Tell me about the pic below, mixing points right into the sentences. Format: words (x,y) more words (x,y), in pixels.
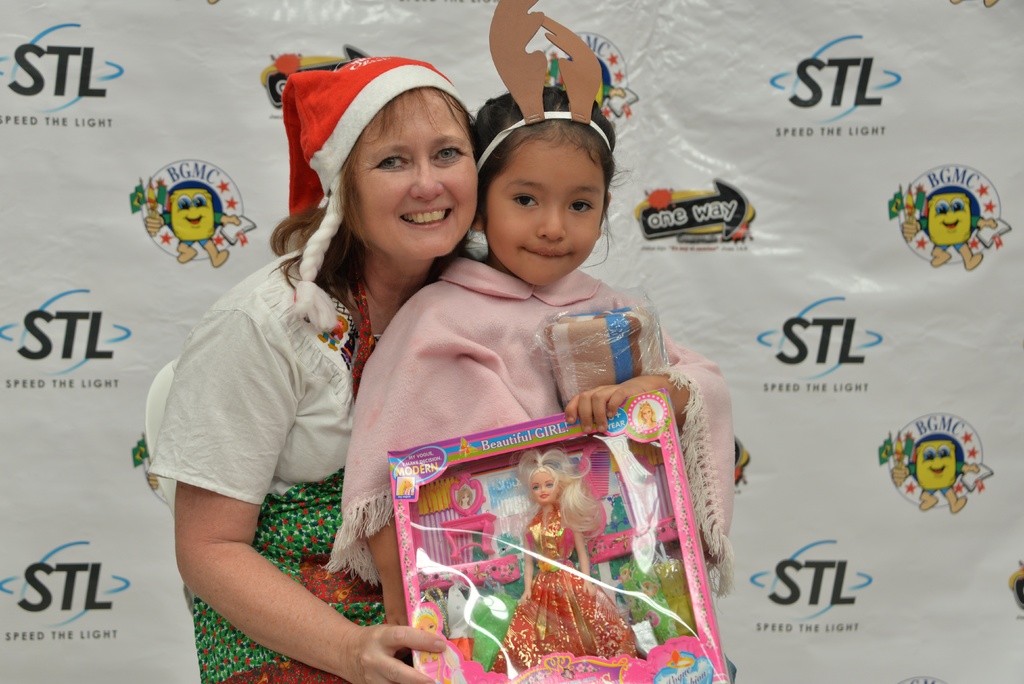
In this image I can see two persons (261,293), the person (455,334) at right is wearing pink color dress (539,391) and holding the toy (566,541) and the person (283,438) at left (283,438) is wearing white and green color dress (261,431). Background (792,178) I can see the banner (785,217) in white color.
